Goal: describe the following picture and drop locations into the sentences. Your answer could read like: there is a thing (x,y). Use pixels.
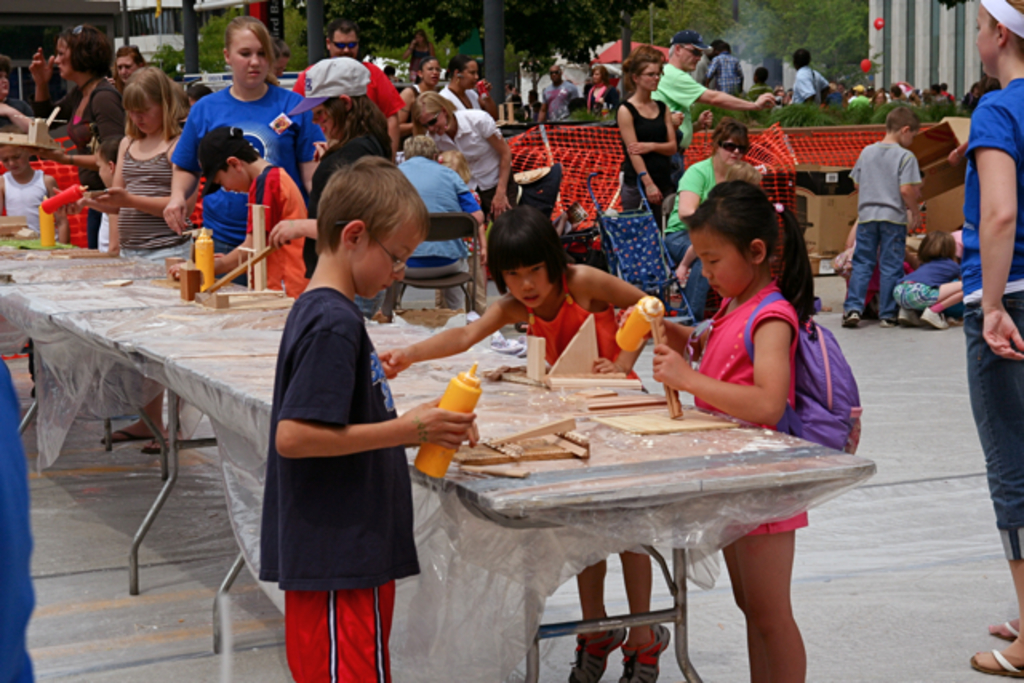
There are group of people (342,236) and there is a table (515,418) in front of them which has some wooden block (558,375) on it and there are group of people (553,116) behind them and there are trees (637,26) in the background (605,35).
